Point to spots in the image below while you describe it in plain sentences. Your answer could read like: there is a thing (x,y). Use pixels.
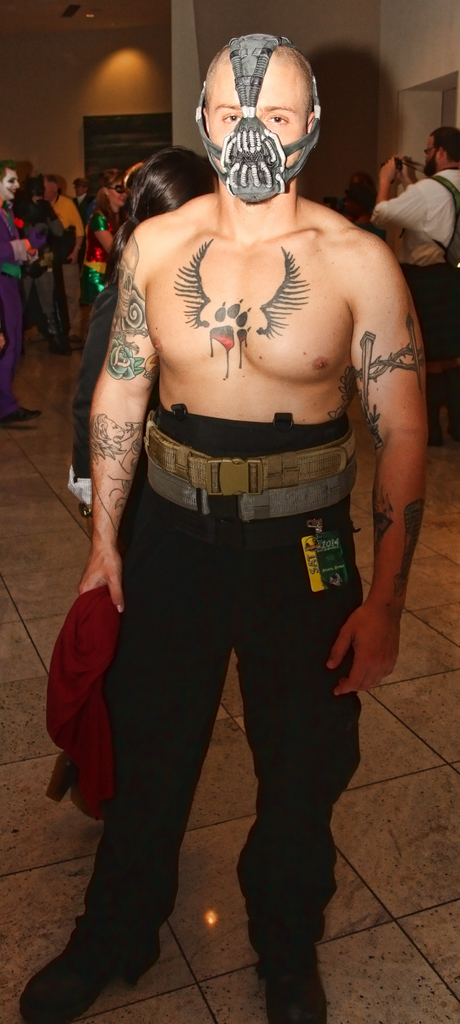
In this image we can see a man (344,343) standing on the floor (357,777). He is wearing a mask (243,176) and he is holding something in his right hand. Here we can see the tattoos (123,325) on his body (379,396) and here we can see the belts (301,499). In the background (203,182), we can see a few people (203,190) standing on the floor (44,417). Here we can see a man (455,319) on the top right side (452,142) is capturing an image with a camera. Here we can see a man (6,391) on the left side (10,403) in a costume (2,383).
